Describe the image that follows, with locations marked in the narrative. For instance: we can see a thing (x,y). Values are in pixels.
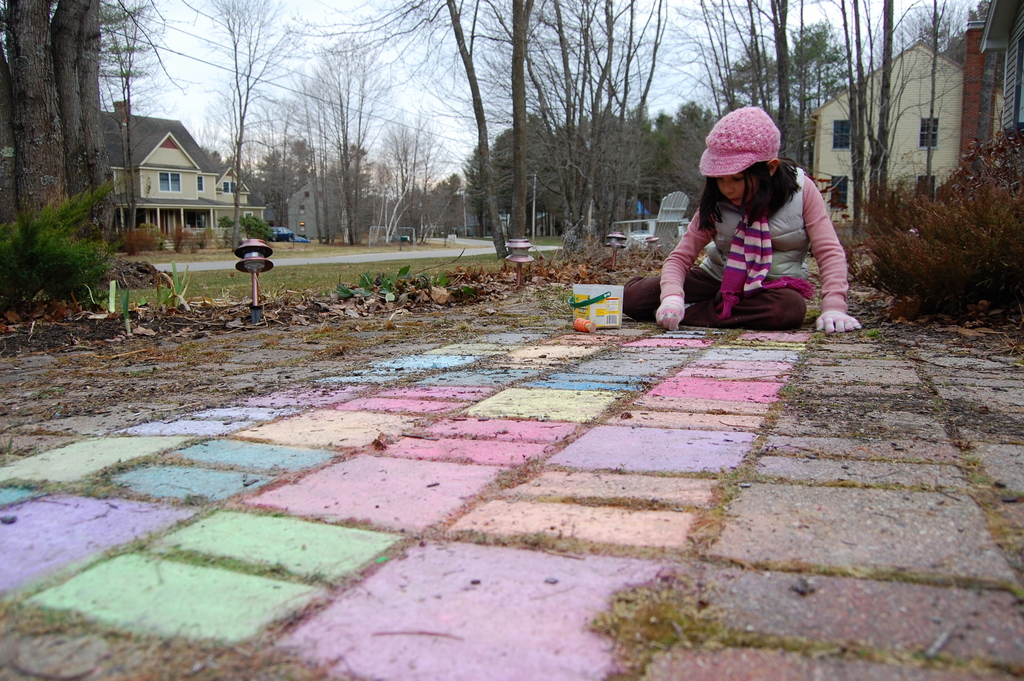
In this image there is a girl (740,252) sitting on the floor (627,333) and colouring the blocks (570,522) which are on the floor (677,503). In the background (665,153) there are trees (306,141) beside the road (400,255). On the left side (162,157) there is a building (175,151) at some distance. At the top (193,48) there is sky (194,35). On the right side (921,117) there is another building (905,140) beside the trees (874,148). On the floor (156,353) there is grass (229,349) and sand (336,319).
